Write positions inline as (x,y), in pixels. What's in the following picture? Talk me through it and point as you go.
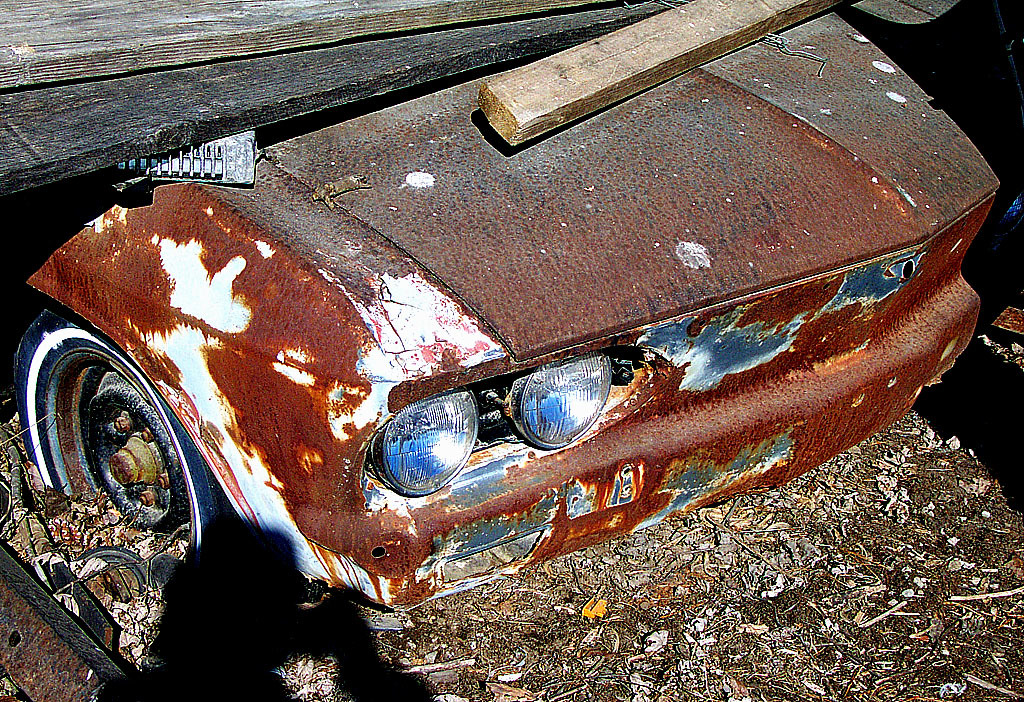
In this image we can see a old rusted car (510,189). On which there are wooden sticks (318,102). At the bottom of the image (611,642) there is garbage (706,642).
